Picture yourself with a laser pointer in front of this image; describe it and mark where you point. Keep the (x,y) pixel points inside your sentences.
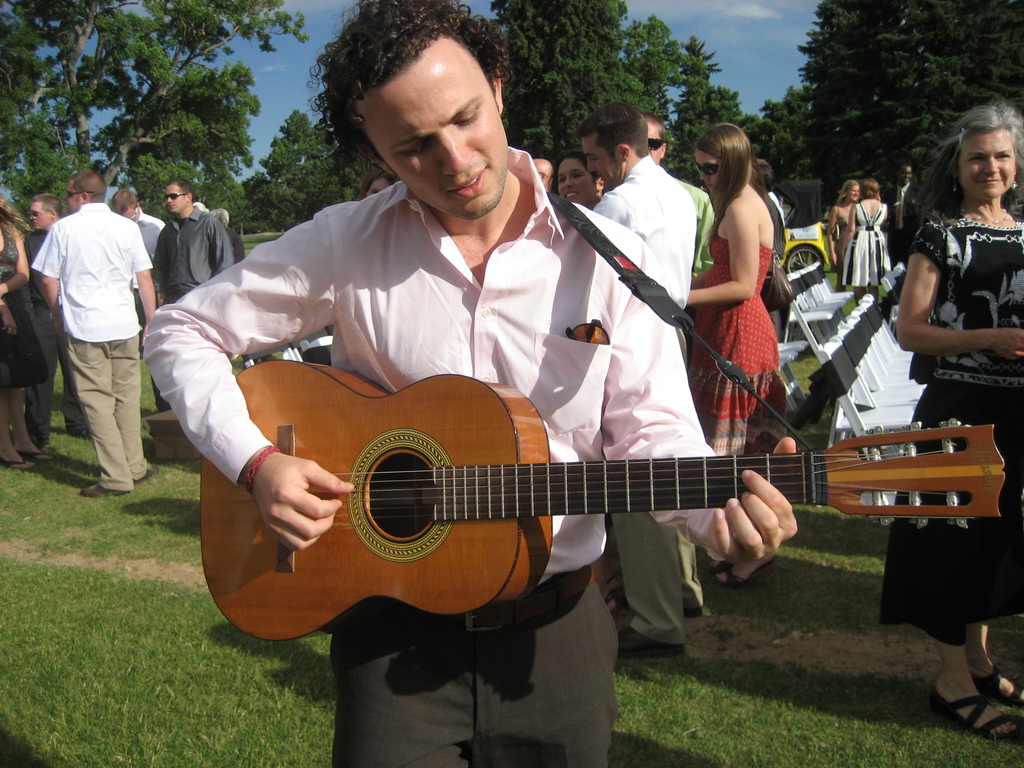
In this image there are group of persons (605,326) standing. The person (497,347) in the center (516,443) is holding a musical instrument (521,524) in his hand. In the background (96,258) person (109,234) standing and walking, there are some trees (841,95), sky (742,55), and clouds (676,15) in the background (671,9). On the floor (73,664) there is a grass (156,649). At the right side (857,372) there are some empty chairs (856,355) which is white in colour. The woman (990,295) standing in black dress (998,250) at the right side (997,319) is having smile on her face (987,181).
